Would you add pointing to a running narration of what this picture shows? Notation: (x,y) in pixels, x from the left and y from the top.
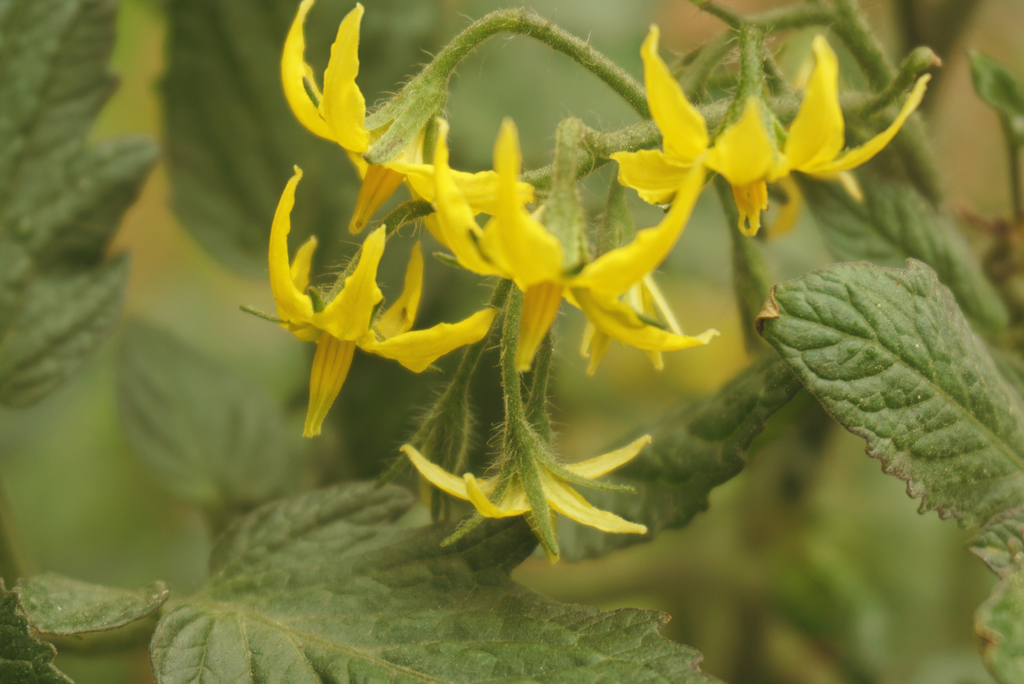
In this picture we can observe yellow color flowers (436,179) to the plant (434,97). We can observe green color leaves (872,324). The background (508,95) is completely blurred.
